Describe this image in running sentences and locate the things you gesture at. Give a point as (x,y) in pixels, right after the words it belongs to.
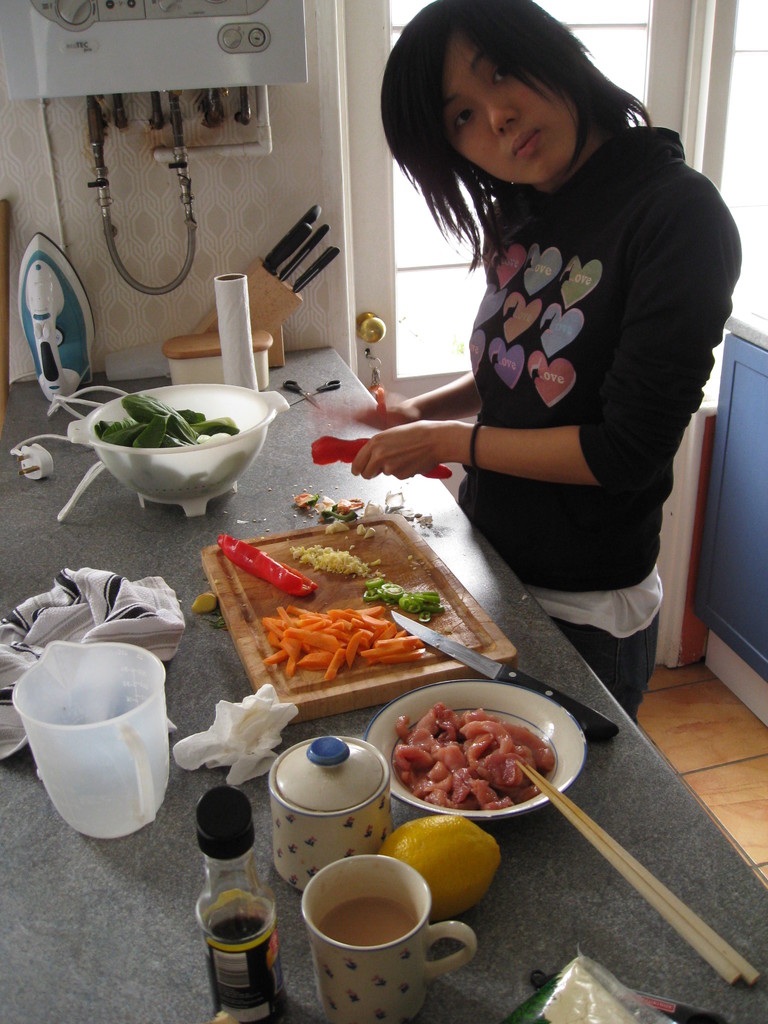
In this image, we can see a woman (579,455) is holding some object (319,458). At the bottom (571,837), there is a kitchen platform (37,955). Here we can see food (435,771) in the bowl (467,810), coffee (377,917) with cup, jug (152,736), lemon (421,857), cloth (9,753), bowl (213,479), machine (93,336), tissue roll (235,315), scissors (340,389), knife (505,681). Background (279,205) there is a wall (286,199), door (384,337) with handle (374,330) and glass (429,277). Right side of the image (741,476), we can see cupboard (748,546), tiled floor (701,730). Here we can see pipe (104,237) and machine (170,24).
